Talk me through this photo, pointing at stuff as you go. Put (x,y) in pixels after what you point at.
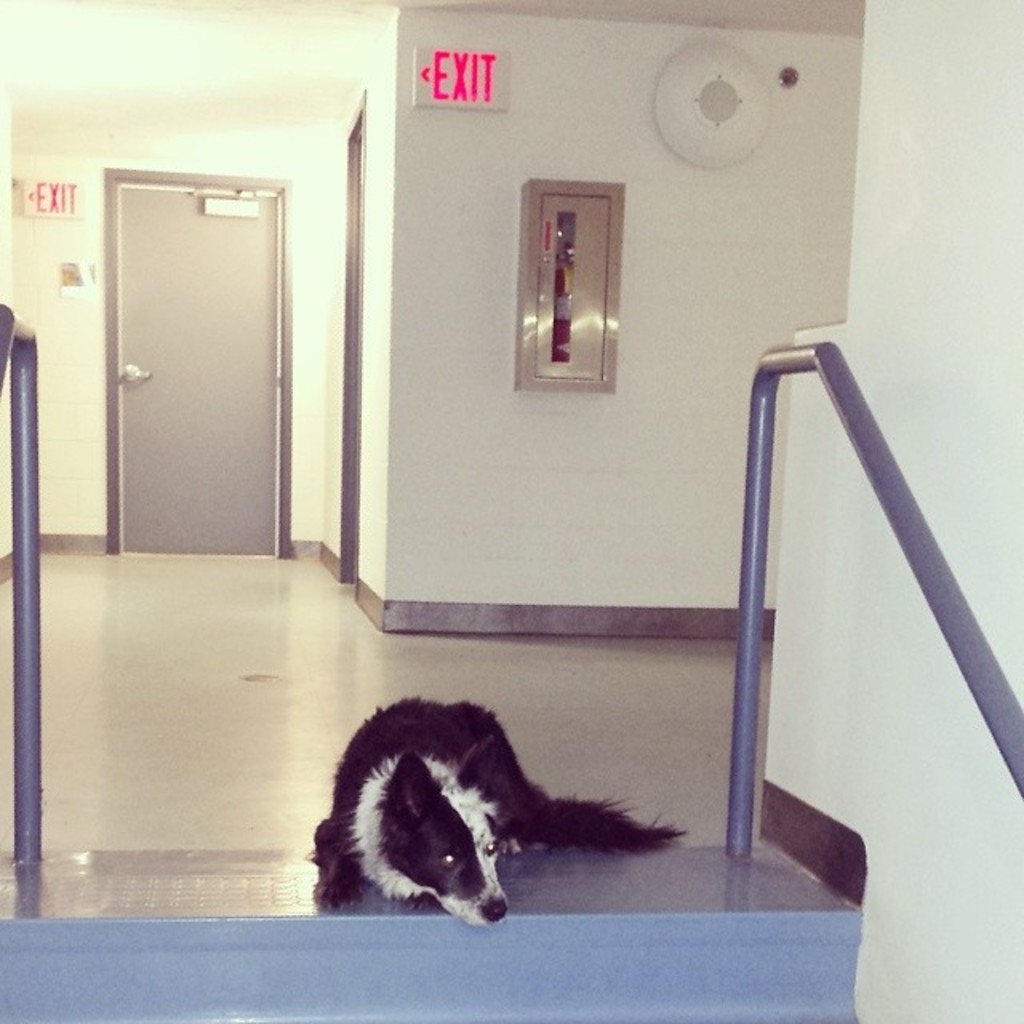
In this image we can see rods (30,559), walls (383,199), exit boards (426,90) and door (211,298). Dog (447,760) is lying on the floor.
